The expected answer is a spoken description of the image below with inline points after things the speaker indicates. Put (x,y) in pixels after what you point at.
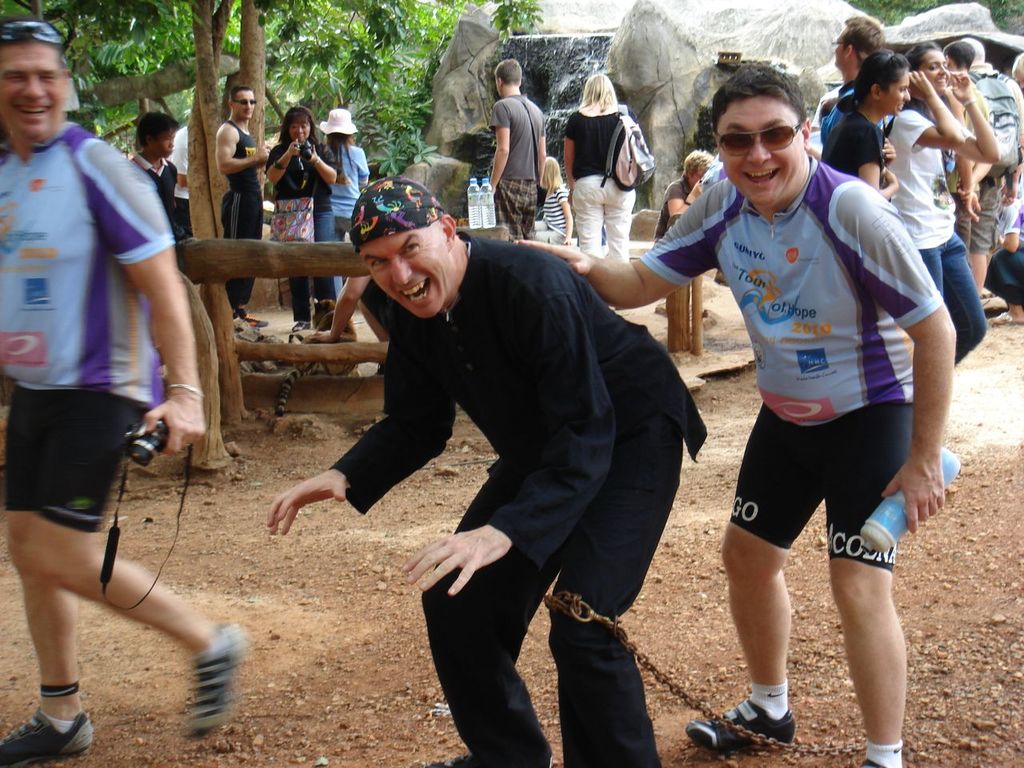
In this image, we can see some people (958,276) standing, there are some people (970,182) walking, we can see the rocks (629,26), there are some trees (323,27) and we can see two water bottles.
